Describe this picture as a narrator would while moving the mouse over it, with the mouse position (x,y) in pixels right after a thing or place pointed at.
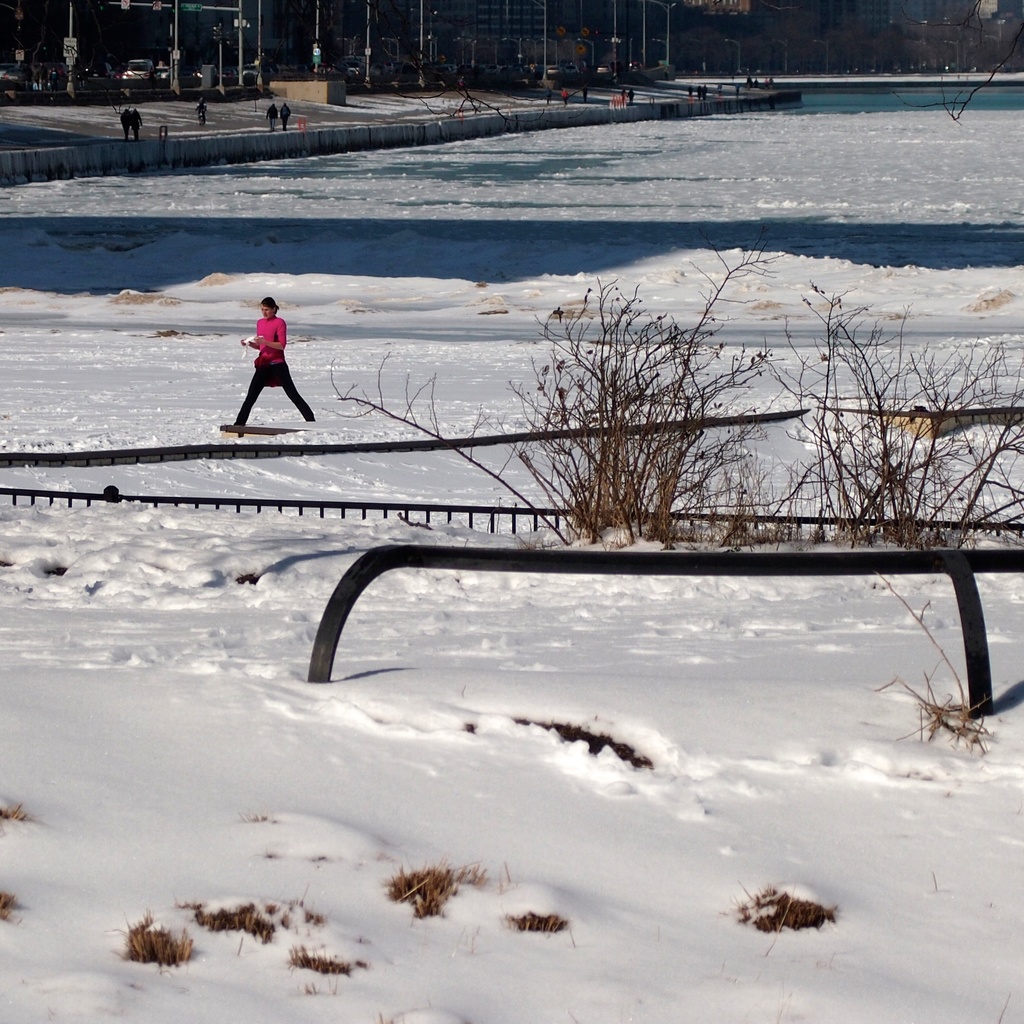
In this image, we can see a person (270,358) walking on the snow (270,520) and in the background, we can see poles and some people (202,103) and we can see some trees (669,435).
